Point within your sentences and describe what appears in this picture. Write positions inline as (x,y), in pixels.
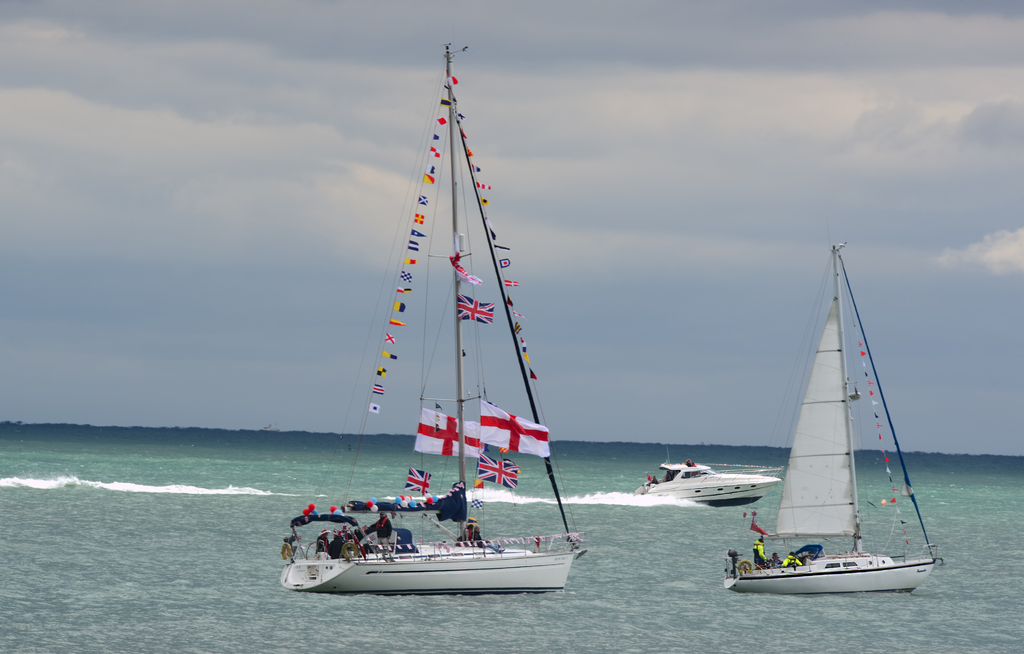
In the image there is water (313,493). On the water (362,625) there are three boats (831,464). One of them is a speed boat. On the remaining two boats (453,572) there are poles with many flags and there are few people (319,546) sitting in it. At the top of the image (330,150) there is a sky (461,225) with clouds (577,136).
